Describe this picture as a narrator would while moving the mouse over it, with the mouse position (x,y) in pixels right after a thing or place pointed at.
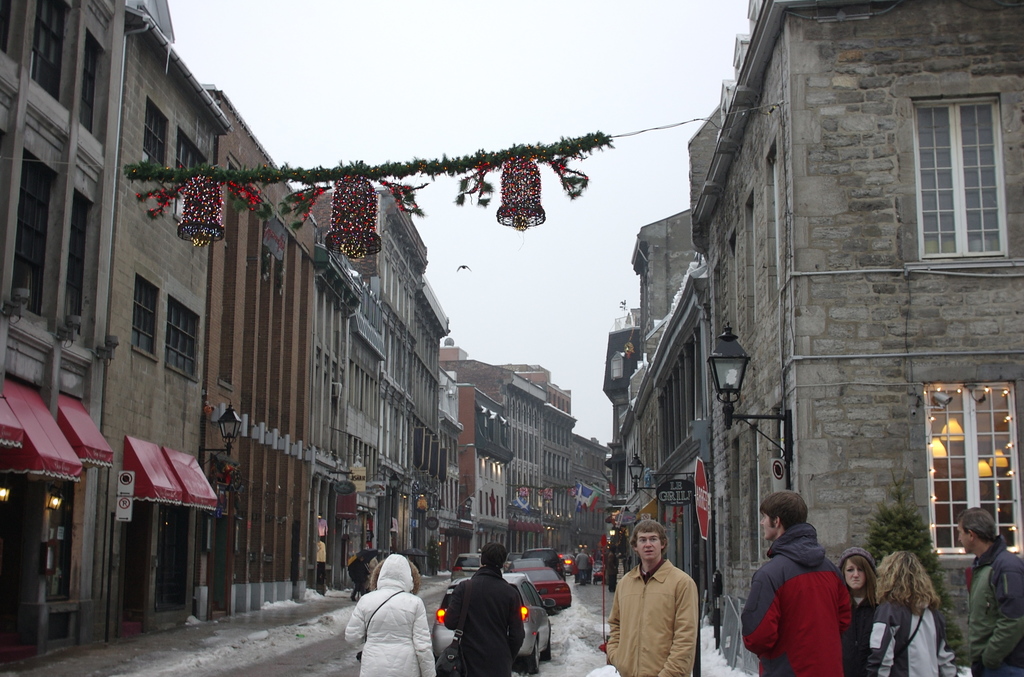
In this image, we can see so many buildings (441,534), walls (301,500), windows (981,480), name boards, poles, sign board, lights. At the bottom (887,675), we can see few people (680,645), vehicles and snow (605,667). Background (547,333) there is a sky (512,316). Here we can see decorative items (563,184) and bells (338,191).
